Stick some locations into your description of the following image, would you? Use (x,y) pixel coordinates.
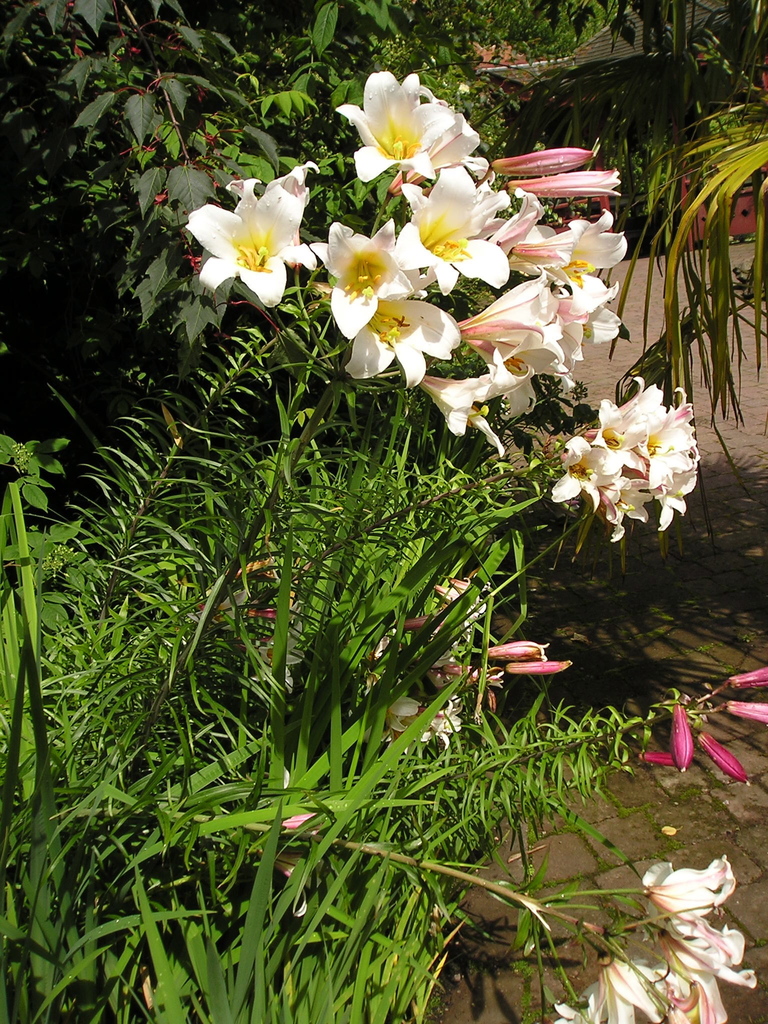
In the image there are beautiful flower plants (442,527) and beside the flower plants (409,185) there is a path (554,679).
